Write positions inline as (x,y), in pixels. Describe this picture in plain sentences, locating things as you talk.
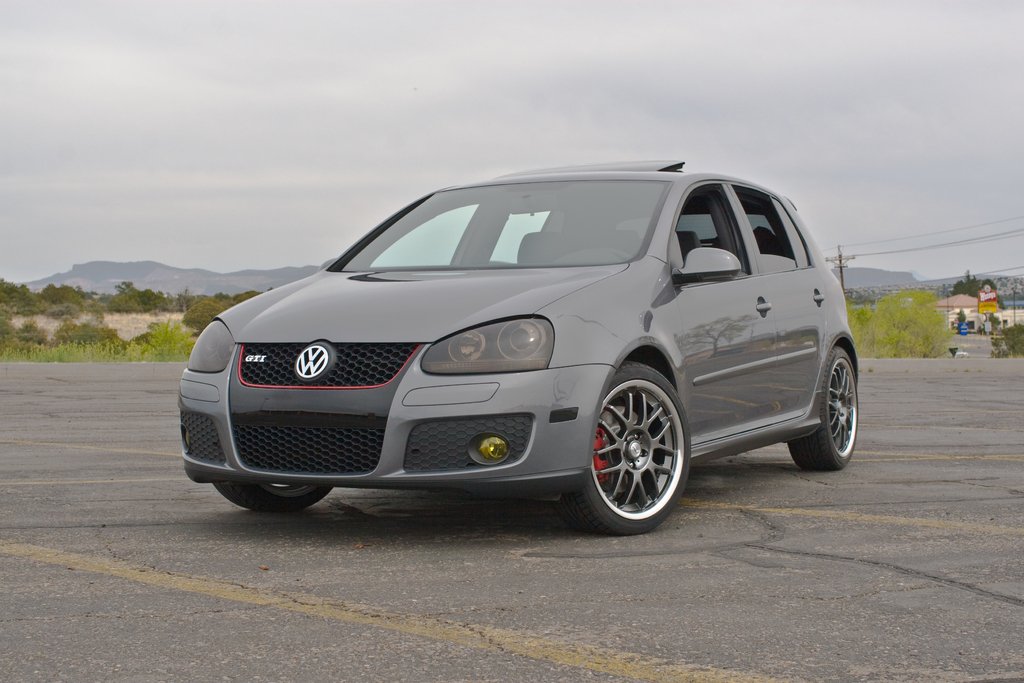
In this image in the center (675,372) there is one car (658,355) and in the background (855,299) there are some mountains (176,288) trees (870,300), poles (827,259), wires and some houses (976,319). At the bottom (205,566) there is a road (181,559).
